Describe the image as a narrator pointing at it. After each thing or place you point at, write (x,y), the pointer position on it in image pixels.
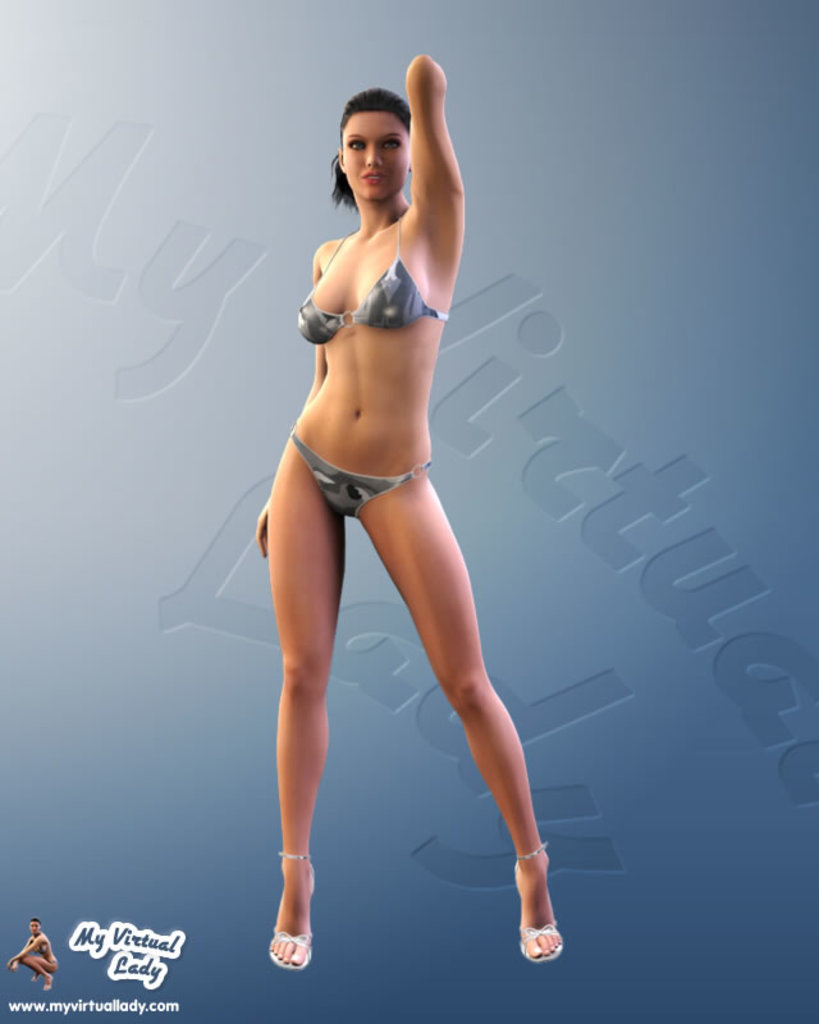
This is an animated image. Here we can see a woman (383,405) is standing and on the left (55,1003) at the bottom corner (46,948) we can see text (27,1004) and a woman (48,969) is in squat position. In the background (62,959) we can see a text (675,527) written.
